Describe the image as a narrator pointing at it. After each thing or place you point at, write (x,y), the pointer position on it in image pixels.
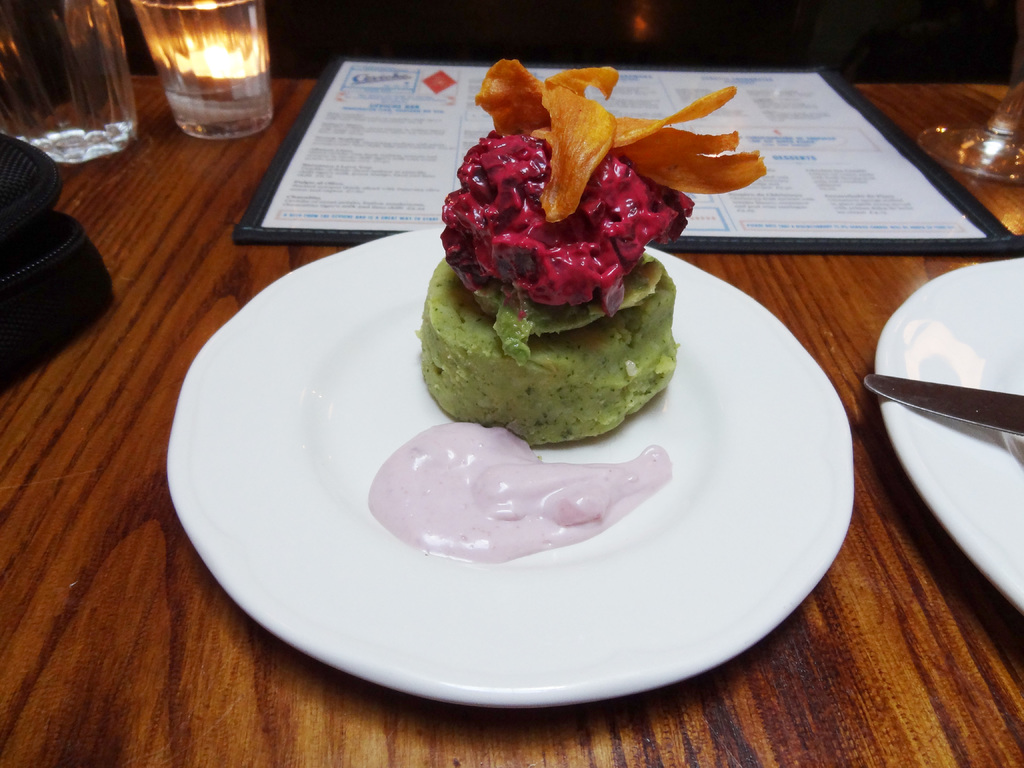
In this image there is a glass (49,110) and object (79,324) on the left corner (97,97). There is a plate (993,387), knife (1000,417) and glass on the right corner (987,316). There is a table (945,724) at the bottom (937,708). There is a food item (722,97) on the plate (600,444) in the foreground (573,472). And there is a menu card (739,245) in the background (709,198).
